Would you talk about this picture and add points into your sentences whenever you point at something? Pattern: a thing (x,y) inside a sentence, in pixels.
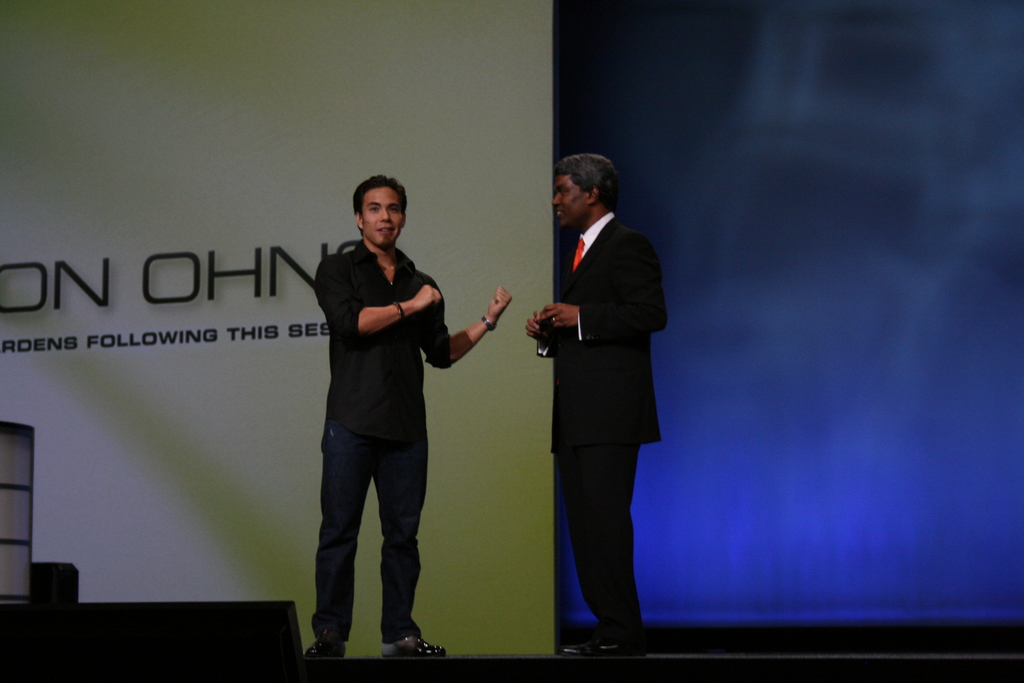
In this image I can see two people (408,421) with black, red and white color dresses (404,386). In the background (192,236) I can see the board (270,198). And there is a blue color background (790,538).
